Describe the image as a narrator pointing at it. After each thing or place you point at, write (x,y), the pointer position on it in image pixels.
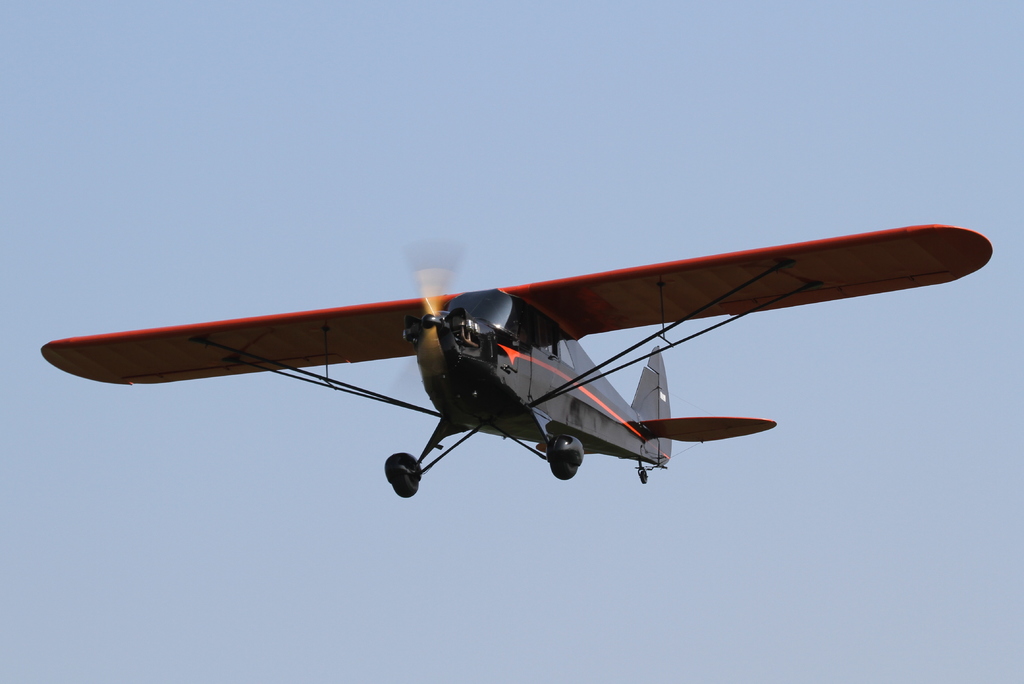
This image is taken outdoors. In the background (864,348) there is a sky (180,155). In the middle of the image (485,332) an airplane (401,348) is flying in the sky (901,292).
